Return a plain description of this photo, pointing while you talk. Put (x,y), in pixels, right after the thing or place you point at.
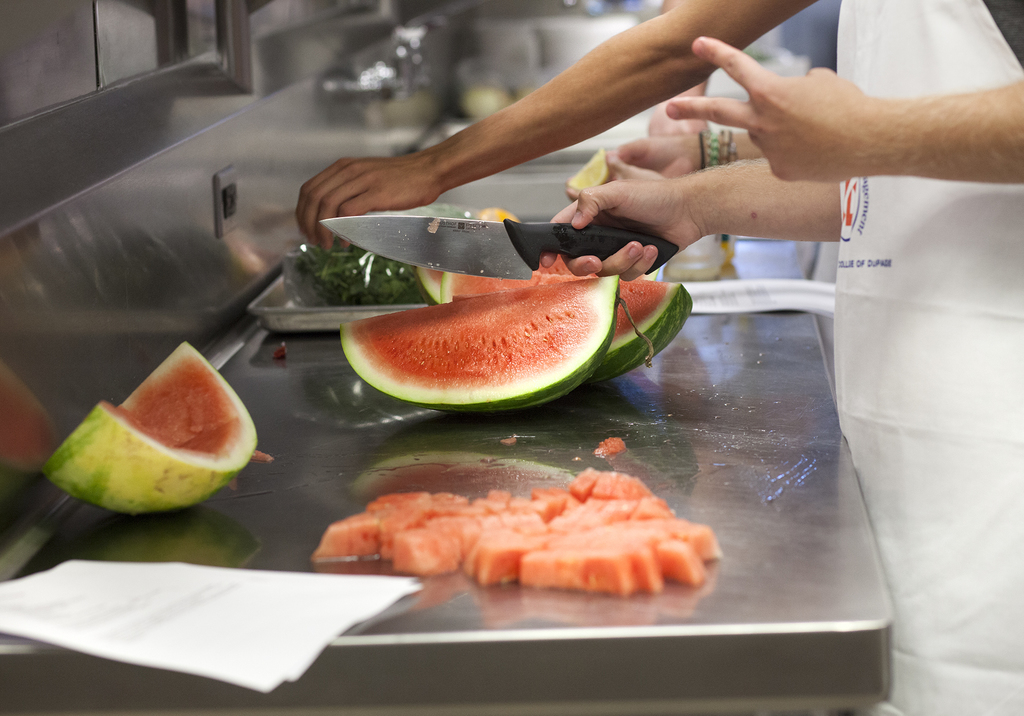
In this image I see persons hands (495,116) and I see the watermelon pieces (471,279) on this thing (528,665) and I see a white paper (229,570) over here and I see that this person (715,196) is holding a knife (425,228) in his hand (548,266).
